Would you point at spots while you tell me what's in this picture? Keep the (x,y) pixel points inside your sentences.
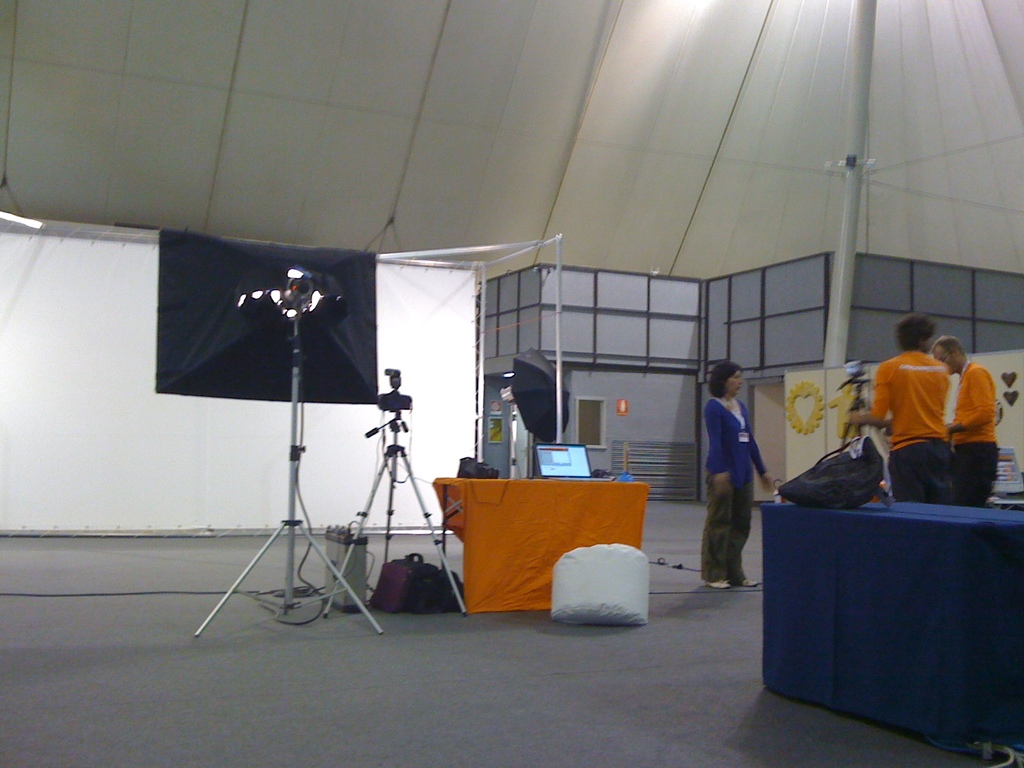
In this picture we can see three persons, tablecloths (1001,727), bags (433,597), umbrella (529,401), stands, camera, and lights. There is a pole (871,57). Here we can see a white color cloth (439,463) and wall (630,322).
